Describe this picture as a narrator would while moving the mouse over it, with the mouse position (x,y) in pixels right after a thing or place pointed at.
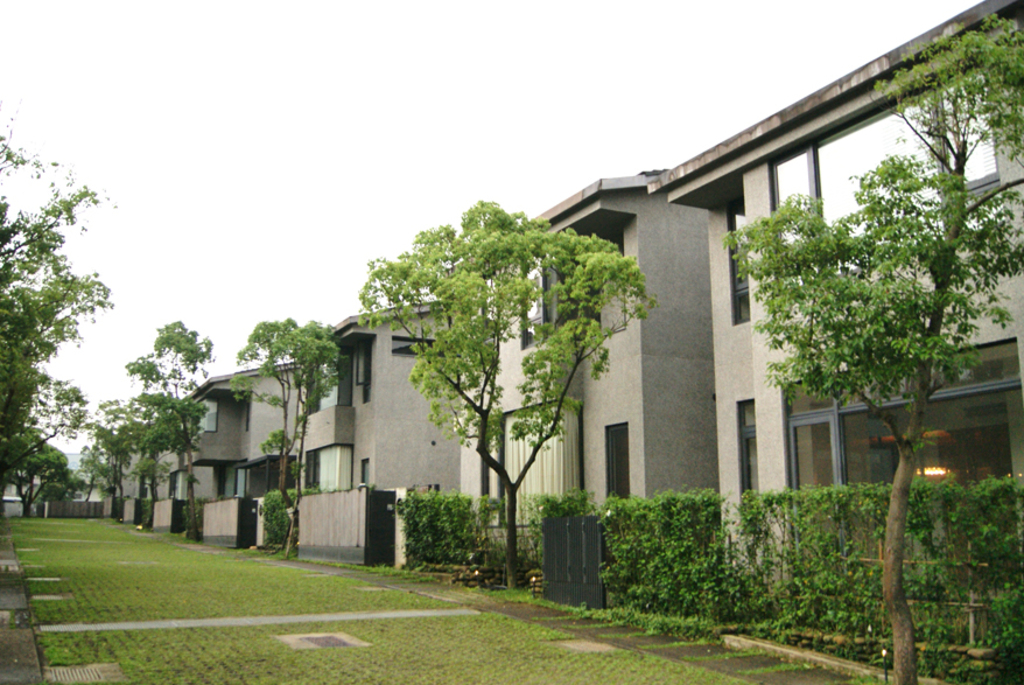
There are some group of houses (710,442) which were constructed in a line by line order. There are some trees (494,375) in front of these houses (509,371) and some plants (695,579) too. There is a path (148,585) beside these houses (252,471). We can observe a sky (294,140) in background (335,136). Every house (559,222) has a window (814,189) with a glass (850,181) covered.
